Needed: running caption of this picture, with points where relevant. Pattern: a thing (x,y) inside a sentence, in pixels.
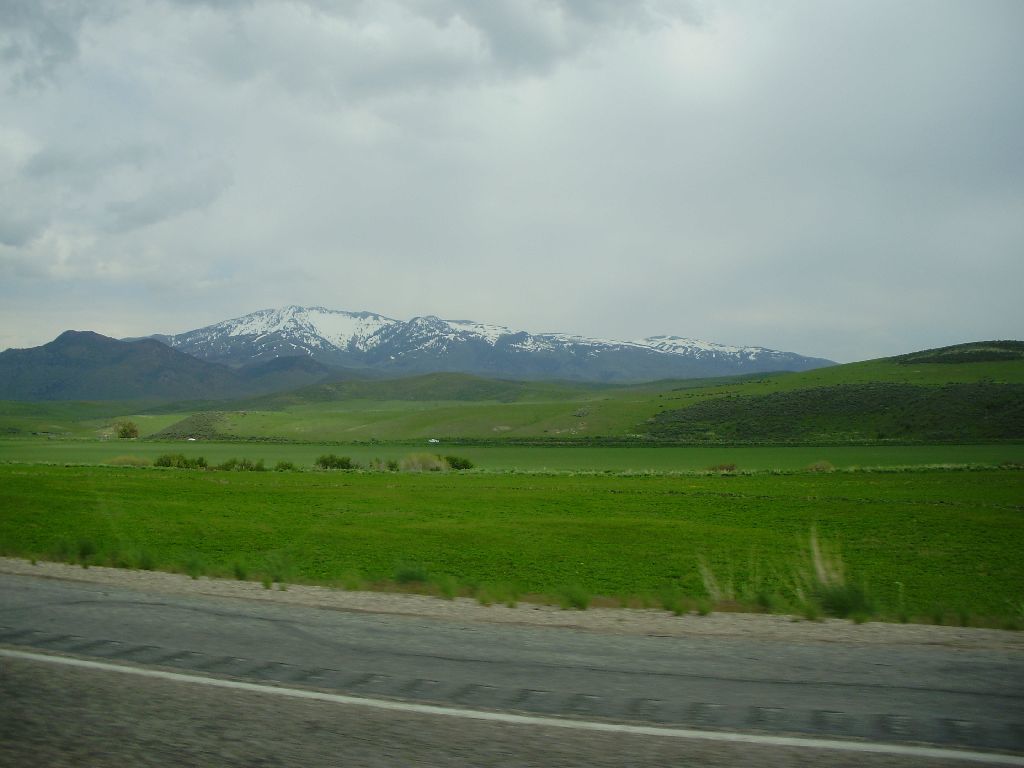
In this image there is a road (847,713) in the background (95,471) there is a field (648,497), mountains (204,385) and a cloudy sky (554,133).
